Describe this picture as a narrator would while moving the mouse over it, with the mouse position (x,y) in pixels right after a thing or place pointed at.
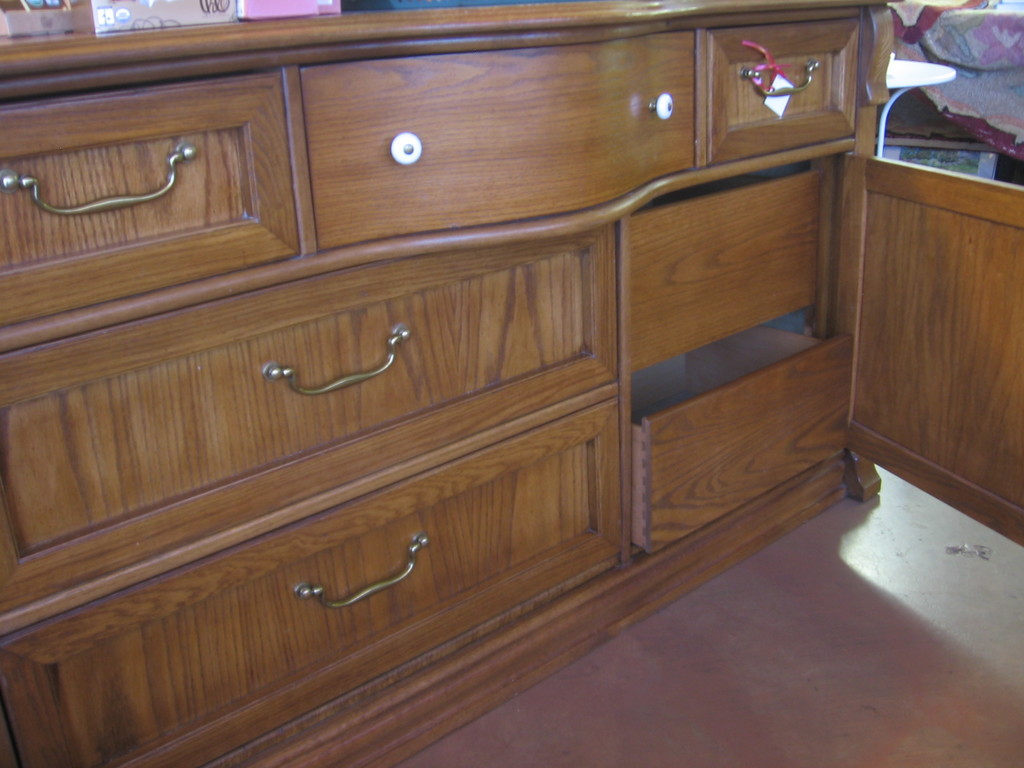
In this image I can see a cupboard (366,247) with the drawers (191,378). On the cupboard (146,462) there are some objects (104,6). To the right of that cupboard (952,218) there is a cloth (965,104).
